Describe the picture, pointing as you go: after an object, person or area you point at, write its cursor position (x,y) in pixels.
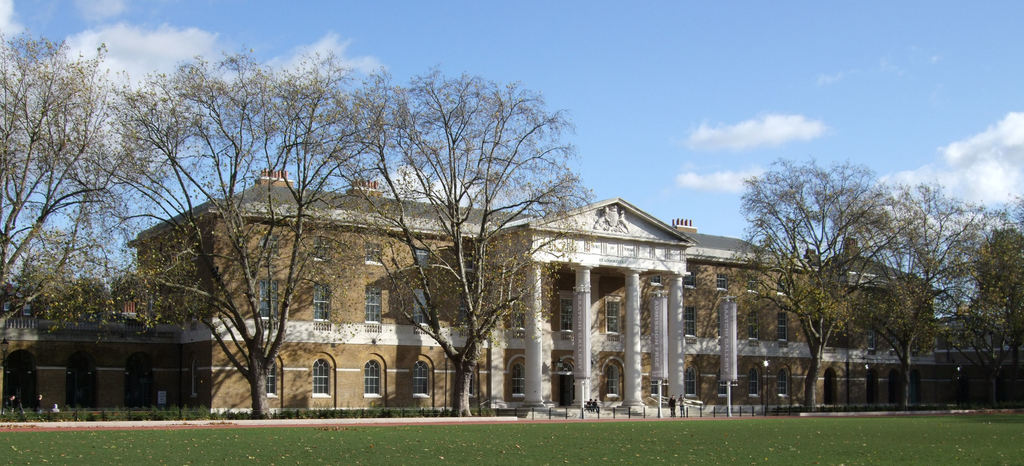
At the bottom (711,450) we can see grass (672,443). In the background (480,307) there are trees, fence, buildings (69,331), windows (326,371), few persons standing on the ground (44,422), light poles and clouds (128,58) in the sky (356,75).
